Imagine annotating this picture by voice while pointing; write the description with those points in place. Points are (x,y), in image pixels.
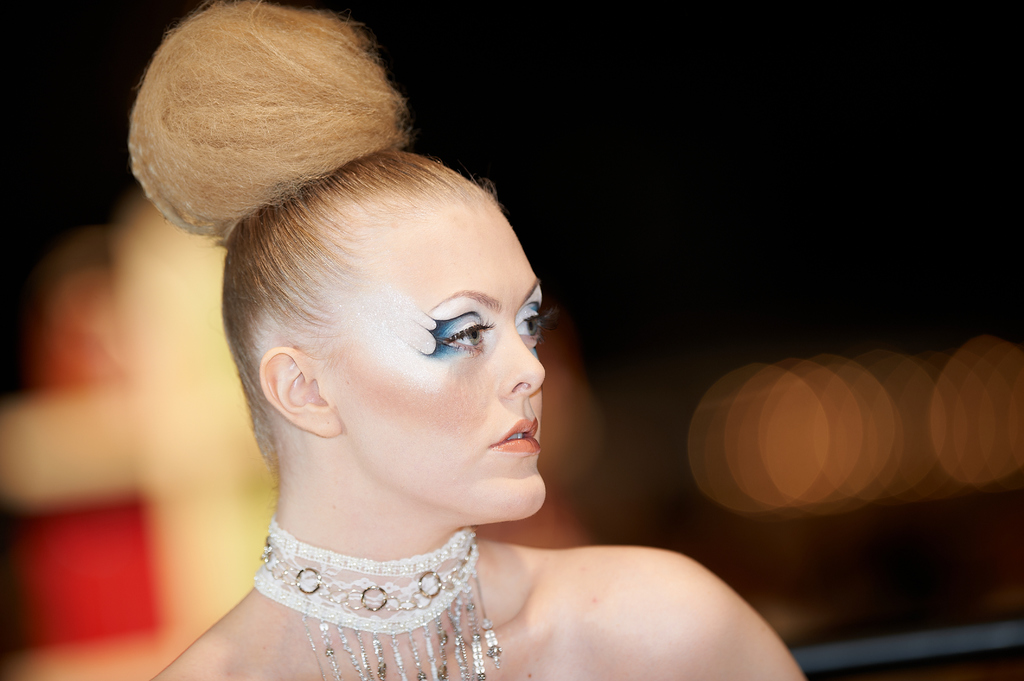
There is a woman (316,437) wore ornament (383,578). In background (109,316) it is dark and blur.
